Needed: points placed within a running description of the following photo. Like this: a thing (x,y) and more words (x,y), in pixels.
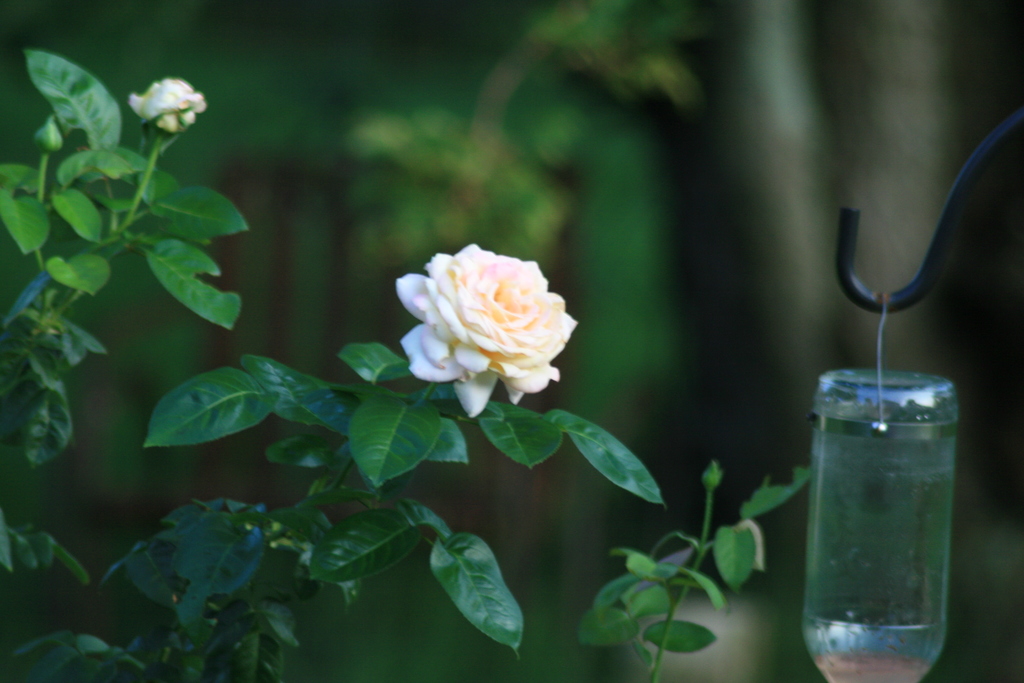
On the left side of the image (320,479) there is a rose tree (490,384). There is a rose (430,318) and a bud (169,121). On the right side (838,513) there is a bottle (885,459) which is hanging to the rod (884,308).
